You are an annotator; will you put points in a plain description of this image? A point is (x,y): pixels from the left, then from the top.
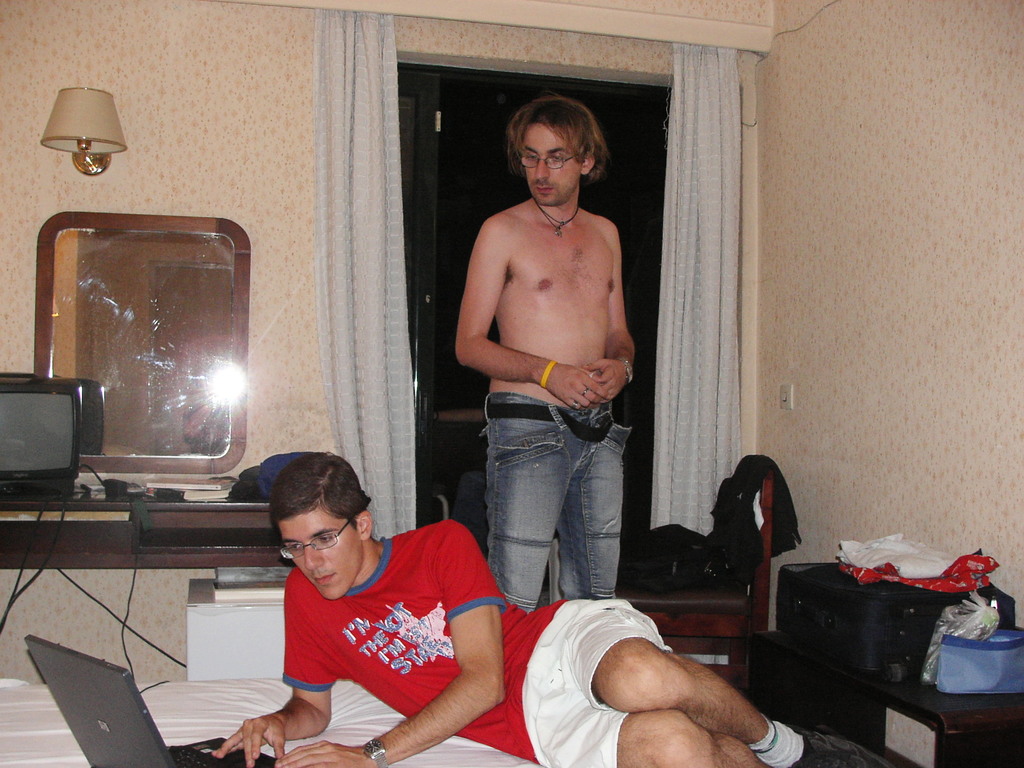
In this image we can see this person (355,637) wearing red T-shirt (319,637), spectacles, shoes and watch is lying on the bed (212,732) there is a laptop (129,735) on it and we can see this person (495,509) is standing on the floor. Here we can see the television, books (207,497), lamp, luggage bags (928,596), chair (715,614), curtains (732,235) and the glass windows (499,167) in the background (433,162).
